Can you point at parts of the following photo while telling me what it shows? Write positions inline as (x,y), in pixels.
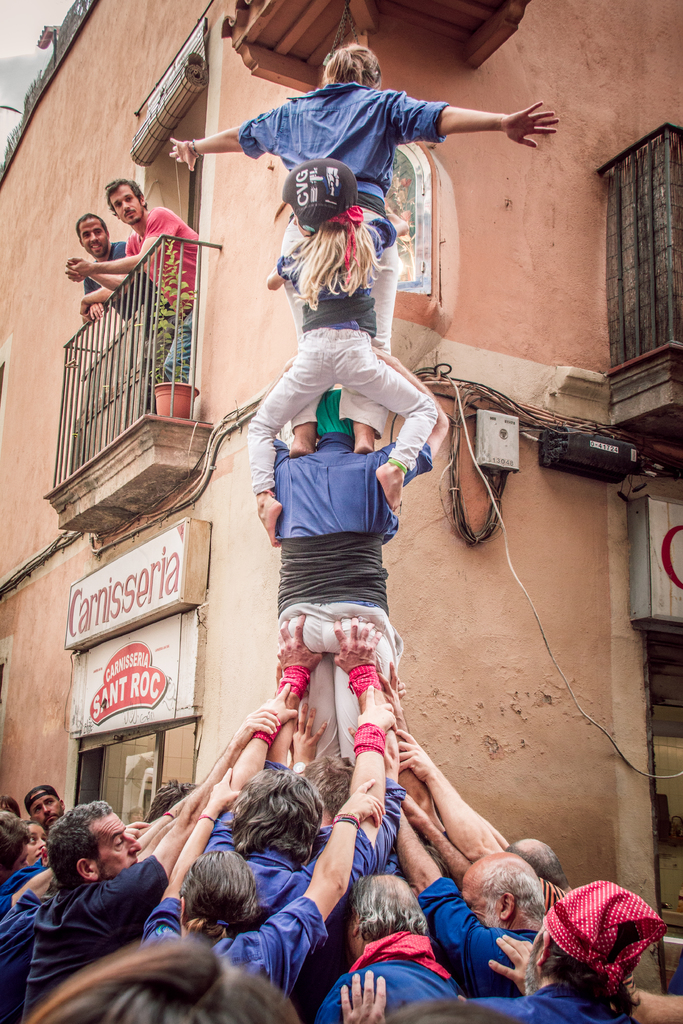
In this image, I can see a group of people (392,881) standing. Among them are few people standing one upon the other. There are the name boards (166,594), a iron grill (76,400), wires (460,527) and few other objects (507,448) are attached to the building walls (541,399). I can see two men (166,257) standing in the balcony (128,315).
